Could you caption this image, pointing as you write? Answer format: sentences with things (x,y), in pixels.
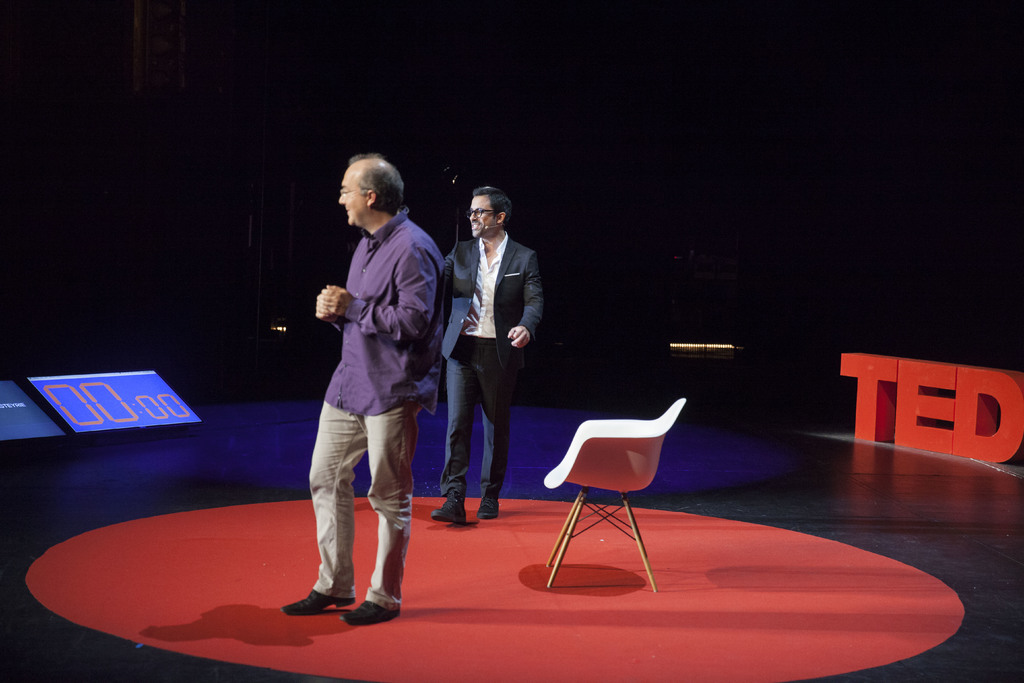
In this picture there is a man (357,399) standing and his holding his hands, there is another person (463,343) walking behind and his smiling there is a timer number display (122,375) on the dais (415,493).
